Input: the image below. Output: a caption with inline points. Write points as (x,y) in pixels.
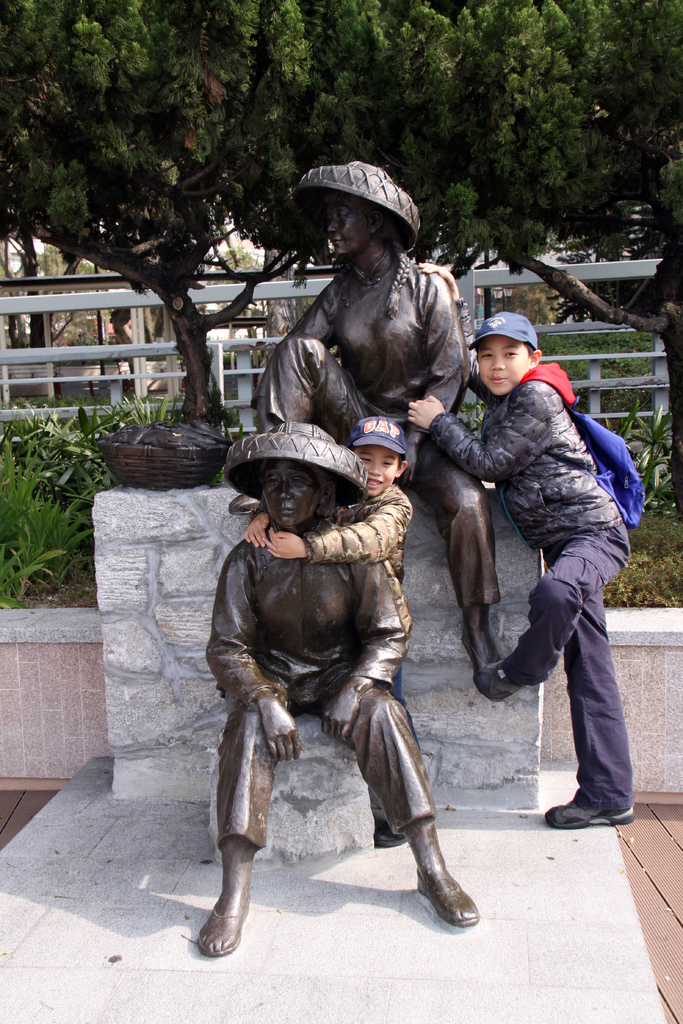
In this image I can see two statues (332,434) sitting, they are in brown color. I can also see two persons (375,555), the person (365,527) in front (374,524) is wearing brown jacket (363,523) and the person (545,489) at right (571,480) is wearing black jacket (592,483), blue pant (578,537) and blue color bag (607,473). Background (1,214) I can see the railing (79,302) and trees (30,270) in green color and the sky (35,246) is in white color.
